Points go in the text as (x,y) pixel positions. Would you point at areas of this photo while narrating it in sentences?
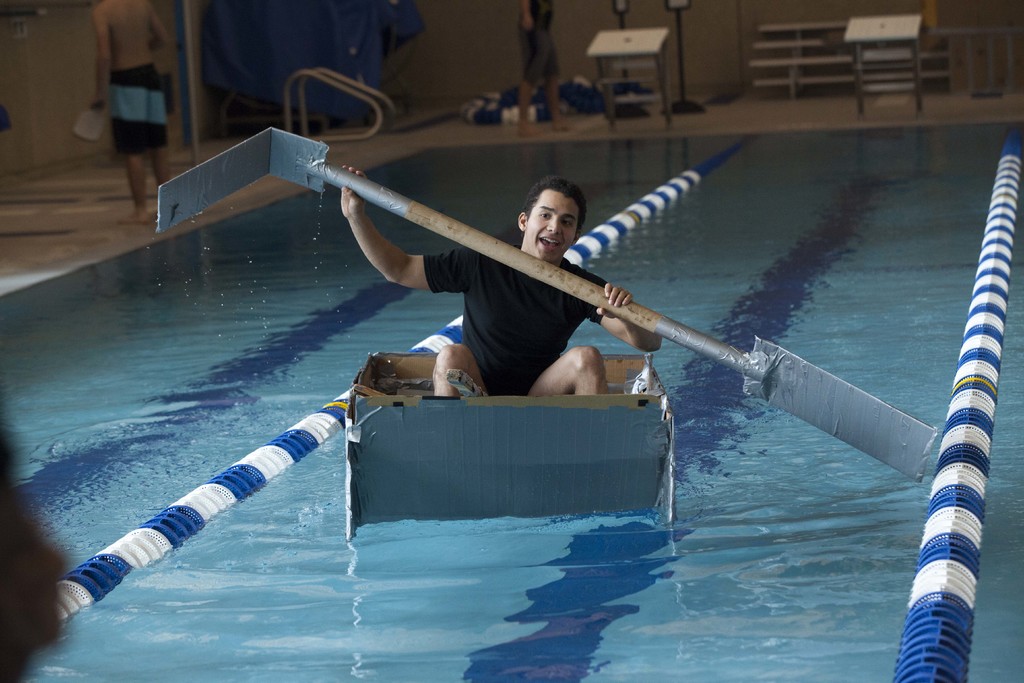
In the background (616,49) we can see the tables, wall (976,91) and few objects (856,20). We can see the hands (528,11), legs (551,88) of the people (123,0). In this picture we can see a man (506,367) sitting in a small box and he is holding an object (842,428). We can see the water (261,430) and objects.
